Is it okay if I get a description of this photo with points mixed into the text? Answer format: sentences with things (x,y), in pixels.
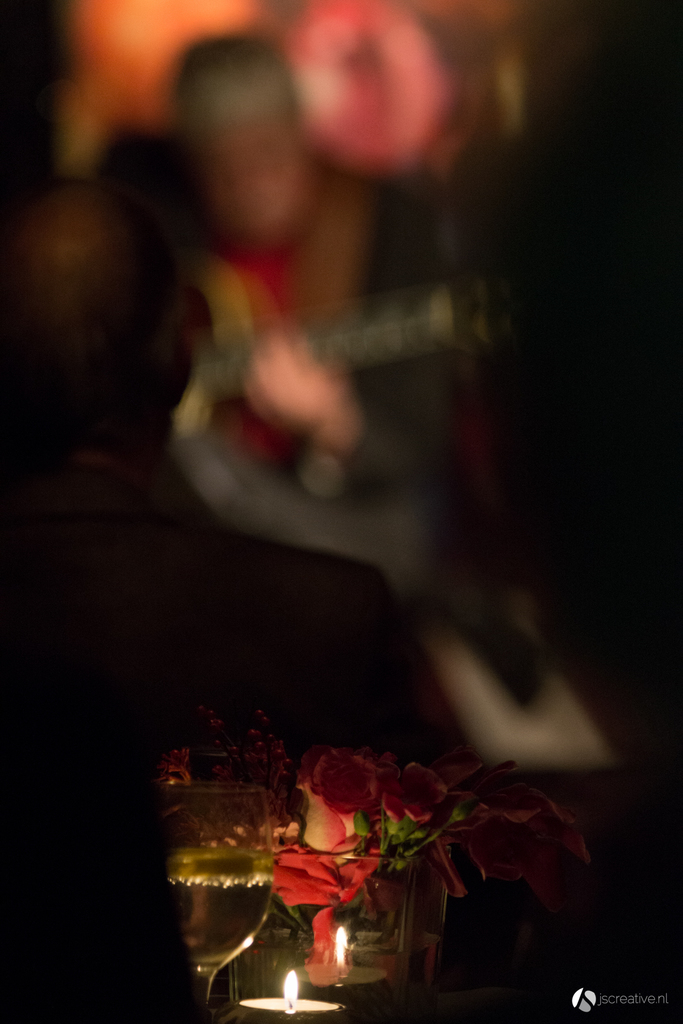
This is an image clicked in the dark. At the bottom of the image (298,1003) I can see two tealight candles (285,1003) which are placed on a table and there are some rose flowers (360,795) and also I can see a wine glass (230,909). The background is blurred.
